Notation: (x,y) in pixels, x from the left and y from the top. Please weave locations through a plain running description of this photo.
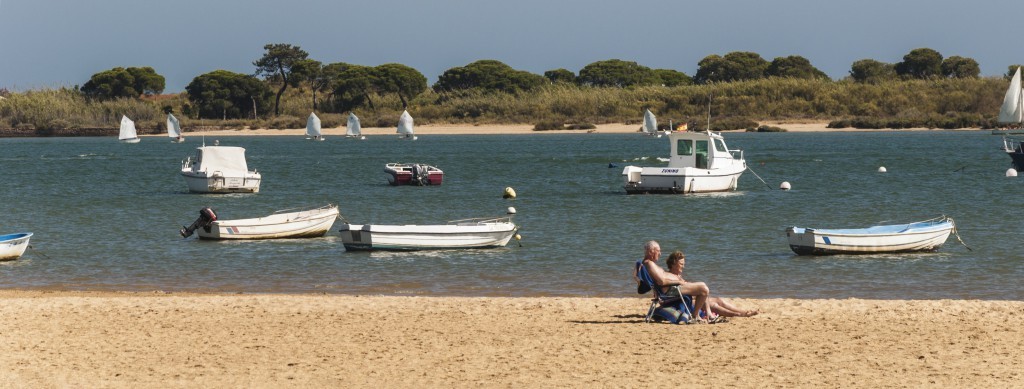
In this image there are so many ships (706,137) sailing in the water (692,265), behind them there are so many trees (197,94), in front of them there are a couple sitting at the sea shore (134,313).
